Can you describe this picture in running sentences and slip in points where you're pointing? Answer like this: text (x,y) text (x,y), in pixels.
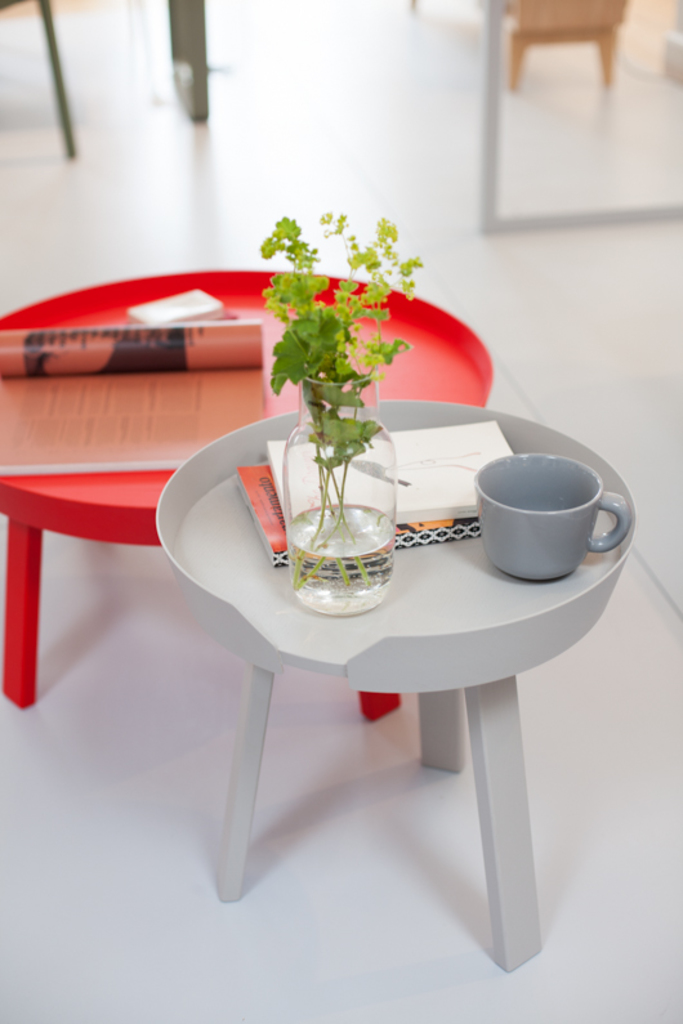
a stool (417,590) on which a cup (514,521), books (461,521) and a jar (344,501) in which plants (327,376) and water (323,565) are present. behind it there is a red color table (429,362).
